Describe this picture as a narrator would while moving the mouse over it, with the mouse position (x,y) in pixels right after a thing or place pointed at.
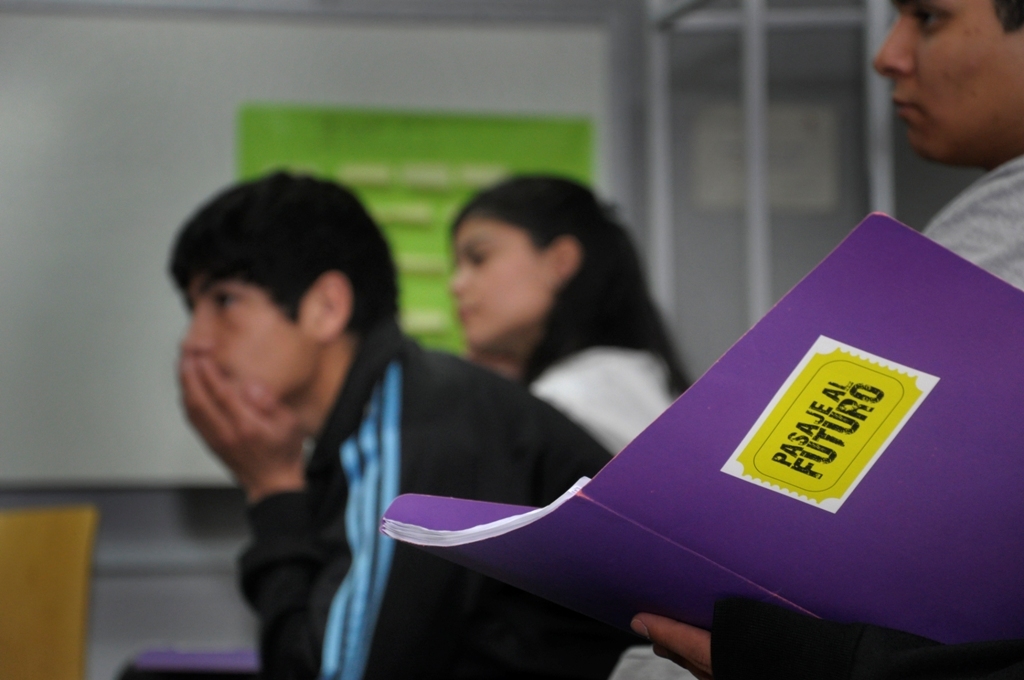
In this image I can see group of people (507,326) sitting, in front (974,309) the person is holding a purple color book (819,465) and the person (439,385) is wearing black color jacket (400,372). Background (416,94) I can see a banner (461,114) in green color and the wall (100,129) in white color.
